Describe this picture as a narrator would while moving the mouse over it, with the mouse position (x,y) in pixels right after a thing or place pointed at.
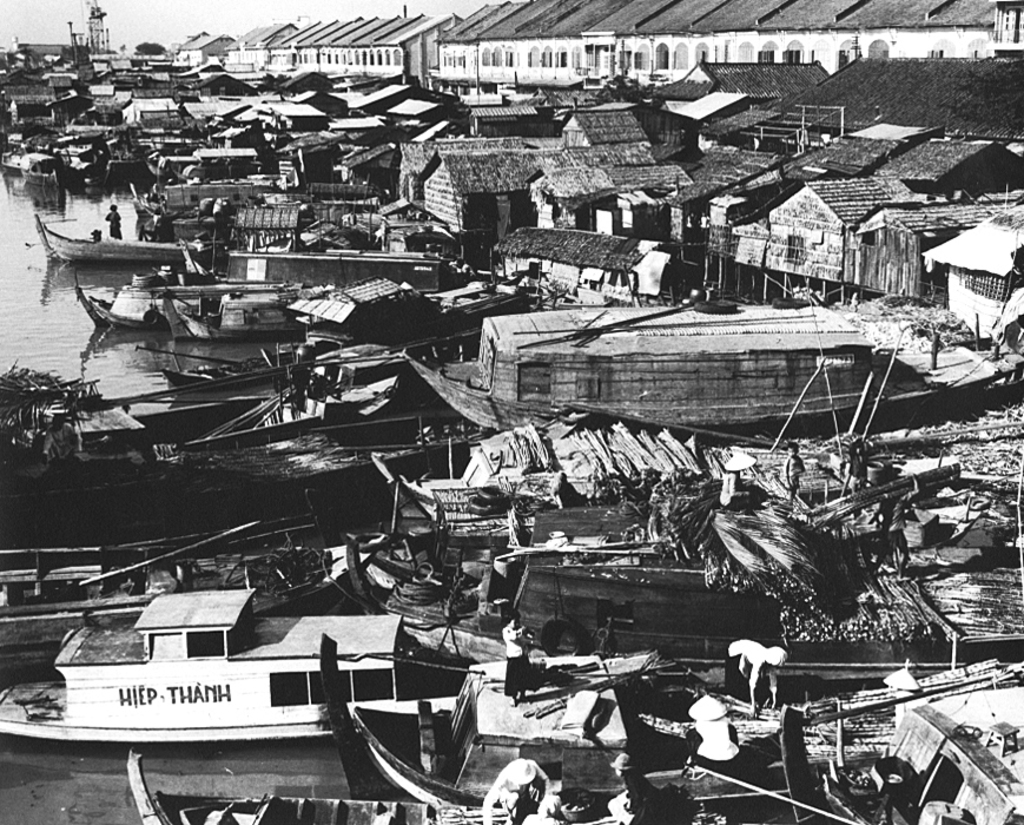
This is a black and white image. In the image there are many boats (191,316) on the water (88,285). And also there are few people (750,650) and different kinds of things (734,707) in the boats (808,359). Behind the boats (756,631) there are huts (912,229). At the top of the image (827,8) there are buildings (832,25).
